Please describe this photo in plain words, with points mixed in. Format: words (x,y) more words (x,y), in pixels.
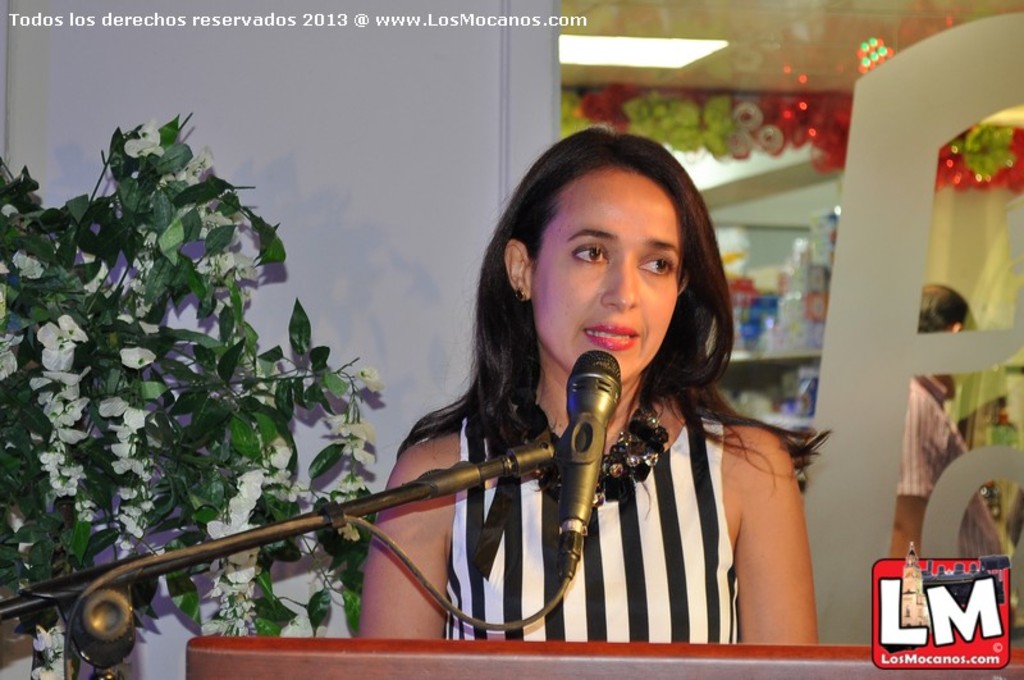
In this image there is a podium (702,669), behind the podium (454,651) there is a lady (610,455) standing and there is a mike (593,431), in the background (319,54) there is a wall (298,296) near the wall (461,285) there are flowers (254,474) and leaves (210,437), on the right side (885,624) there is a logo (932,584) and a person (912,439) standing.
